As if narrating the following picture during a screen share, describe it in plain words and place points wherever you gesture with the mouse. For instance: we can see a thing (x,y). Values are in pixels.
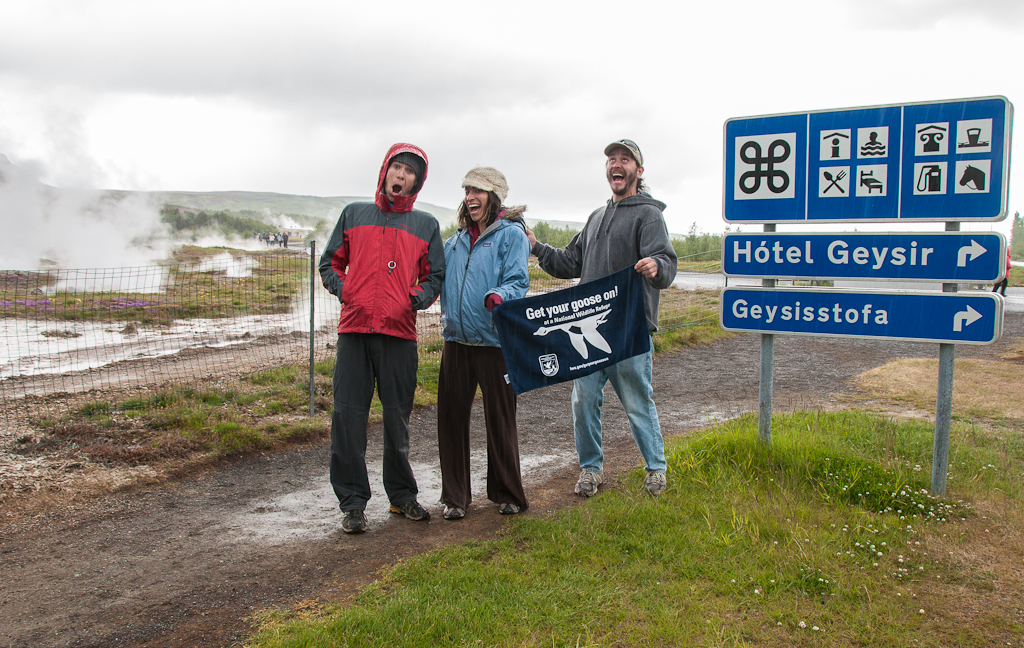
In this image I can see an open grass ground (331,373) and on it I can see three persons (363,213) are standing. I can also see all of them are wearing jackets (521,216), caps (416,163), pants (592,424) and shoes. I can also see two of them are holding cloth (599,296) and on it I can see something is written. On the right side of this image (752,170) I can also see two poles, three blue colour boards (823,272), one more person (1009,257) and on these boards (777,170) I can see something is written. In the background (31,364) I can see fencing (291,284), smoke (78,277) and the sky (536,60).
